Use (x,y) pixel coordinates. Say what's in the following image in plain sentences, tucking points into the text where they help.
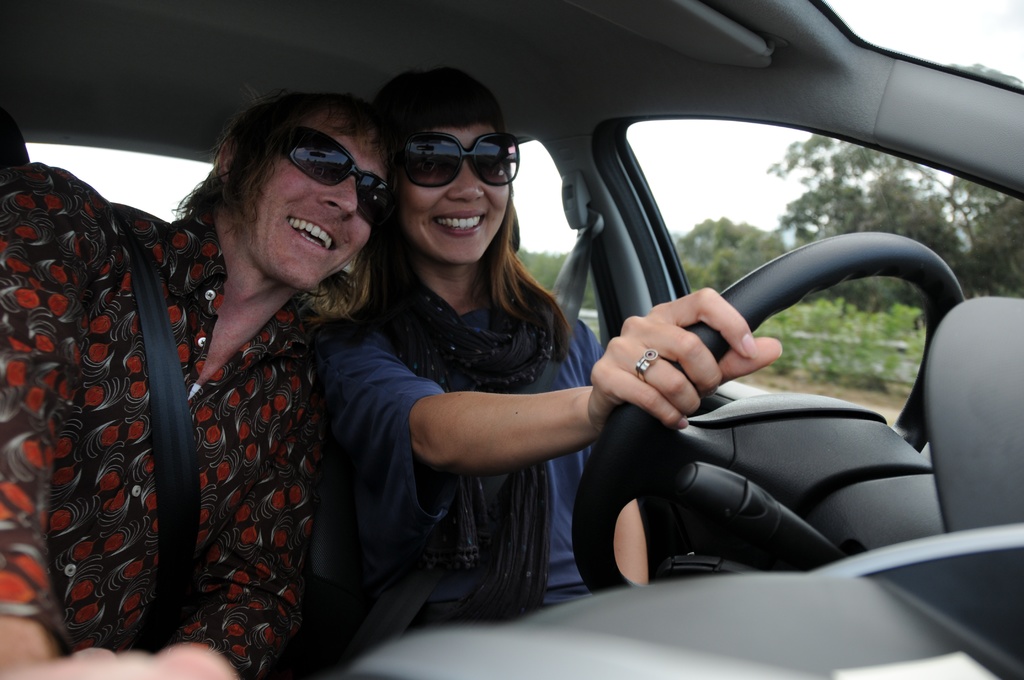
The image is clicked inside the car (755,507), there are two persons (245,152) in the car (636,433). Lady (474,310) is driving the car (700,472) and laughing. She is wearing a blue dress (441,515) and a black scarf (491,350). To the left (129,409) the man (78,468) is wearing seat belt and red color shirt (51,450).
